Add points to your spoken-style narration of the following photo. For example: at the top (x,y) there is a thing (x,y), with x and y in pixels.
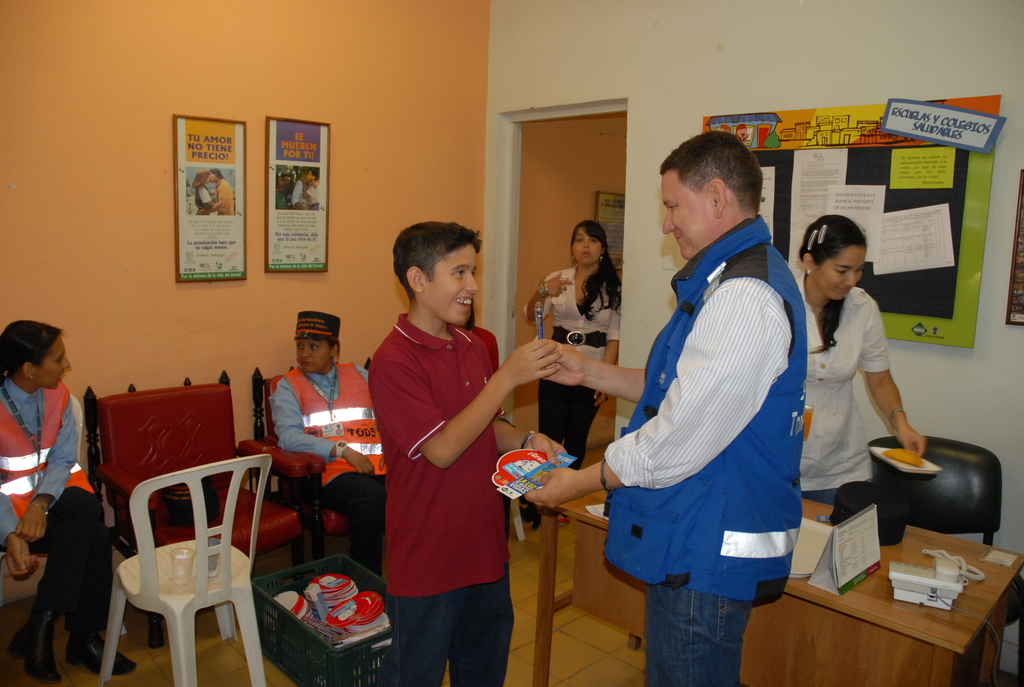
As we can see in the image, there are few people (429,320). These four people (714,245) are standing on floor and these two women (60,423) were sitting on sofa (137,425) and on the left side (62,155) there is orange color wall (78,126). On wall (249,223) there are two photo frames (231,210). On the right side (911,54) there is a white color wall (842,60) and a board (953,248), table (906,627) and a chair (954,508).
